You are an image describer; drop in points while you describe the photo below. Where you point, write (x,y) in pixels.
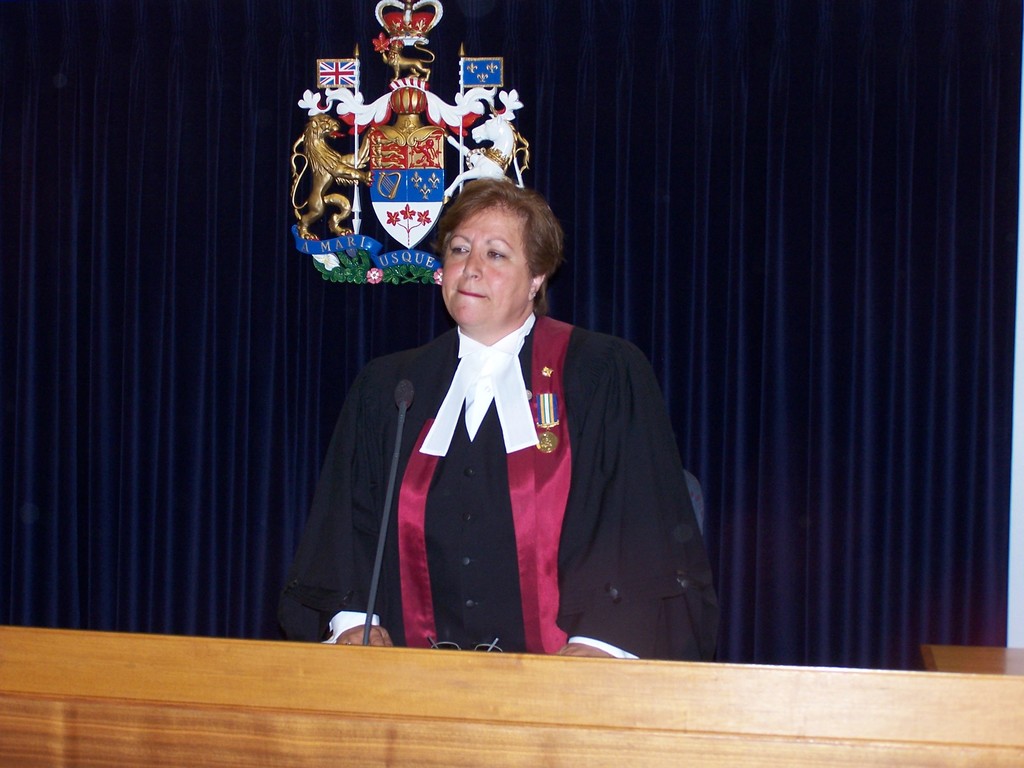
There is a person (454,409) standing, in front of this person (454,391) we can see microphone (410,391) and spectacle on the table (374,673). Background (731,171) we can see curtain (327,320), animal statues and flags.
